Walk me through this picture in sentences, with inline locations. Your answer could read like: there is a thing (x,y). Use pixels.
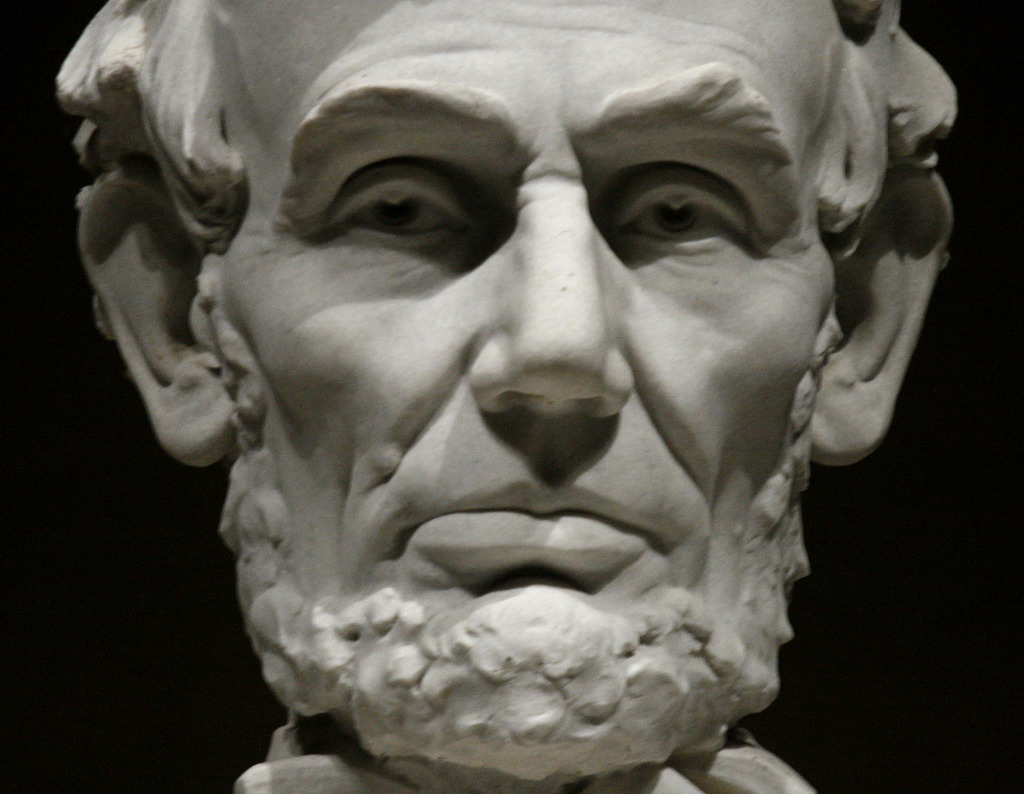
In this image there is a sculpture (489,320) of a person (500,287) truncated, the background of the image (104,593) is dark.
